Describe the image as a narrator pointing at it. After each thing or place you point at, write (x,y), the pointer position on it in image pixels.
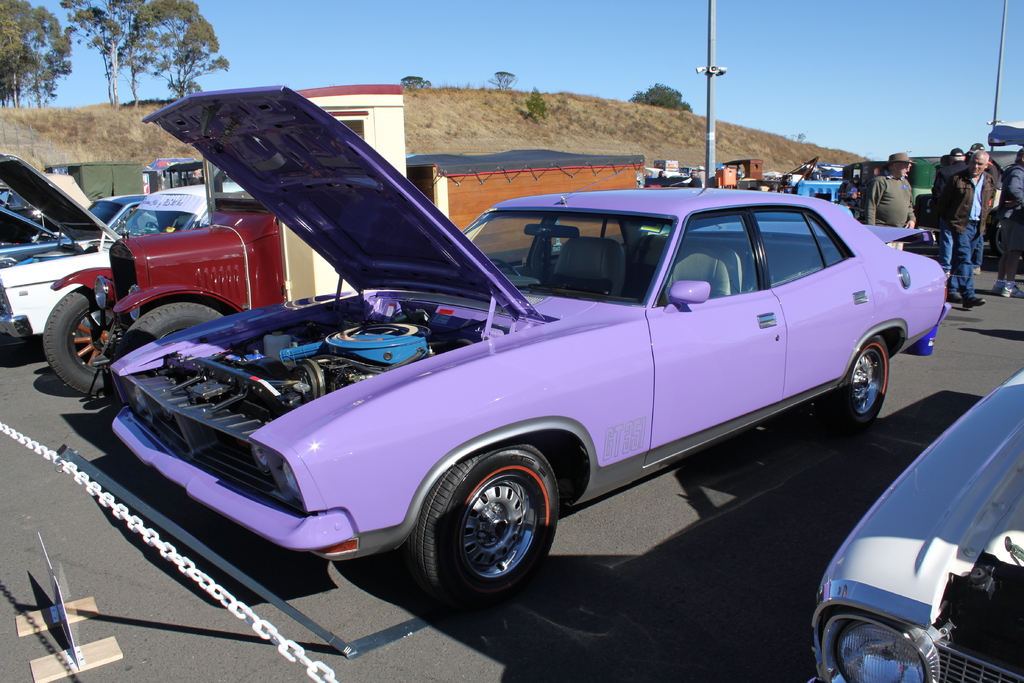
In the image we can see there are cars (597,373) parked on the road (612,529) and there are people (970,182) standing near the car (374,172). There is an iron chain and behind there are trees (64,38). The sky (491,32) is clear.
